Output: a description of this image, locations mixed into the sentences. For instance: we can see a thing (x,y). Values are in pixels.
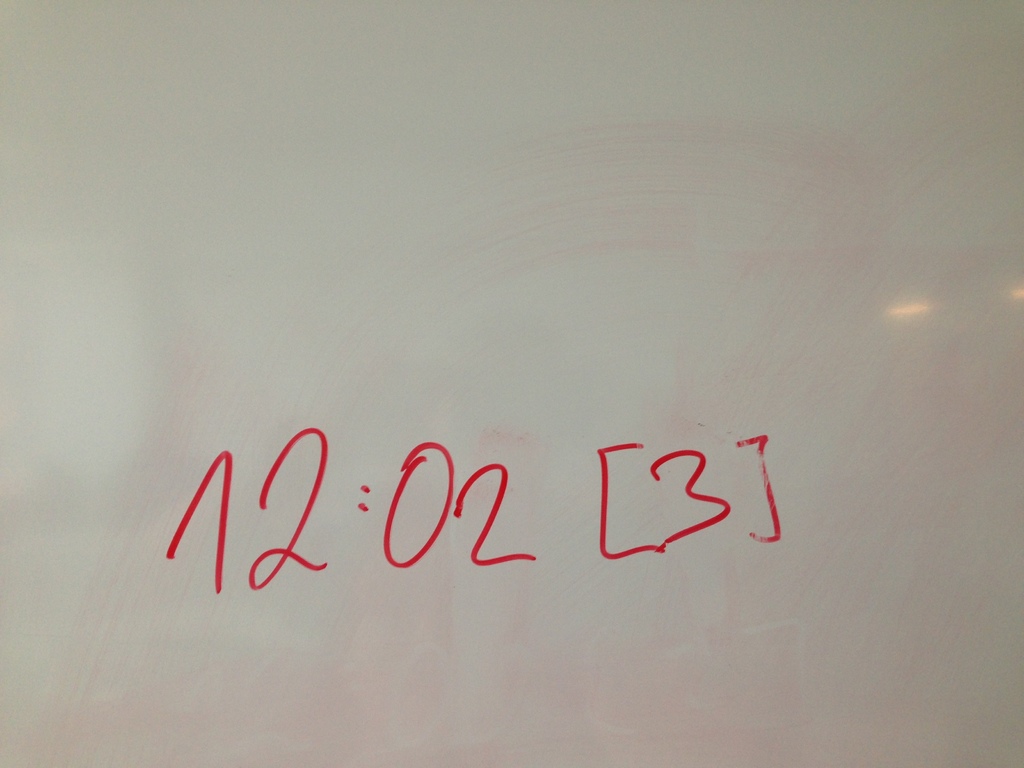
In this image in the center (493,511) there is text (305,516) and there is a white background (106,571), it seems that there is glass (172,595).
